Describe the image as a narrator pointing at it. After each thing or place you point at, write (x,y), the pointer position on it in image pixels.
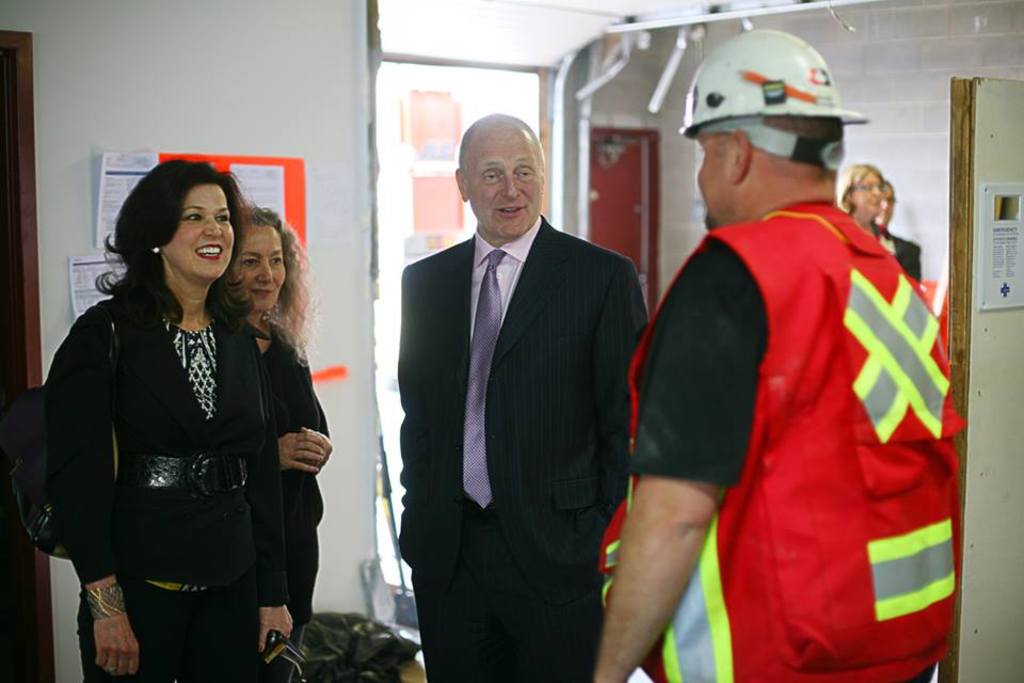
In this image we can see some persons (613,435) and an object (8,447). In the background of the image (1002,73) there is a wall (919,93), persons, boards (246,194), door (613,164) and other objects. On the right side of the image (992,149) there is a door (976,154) and boards (1014,228).
